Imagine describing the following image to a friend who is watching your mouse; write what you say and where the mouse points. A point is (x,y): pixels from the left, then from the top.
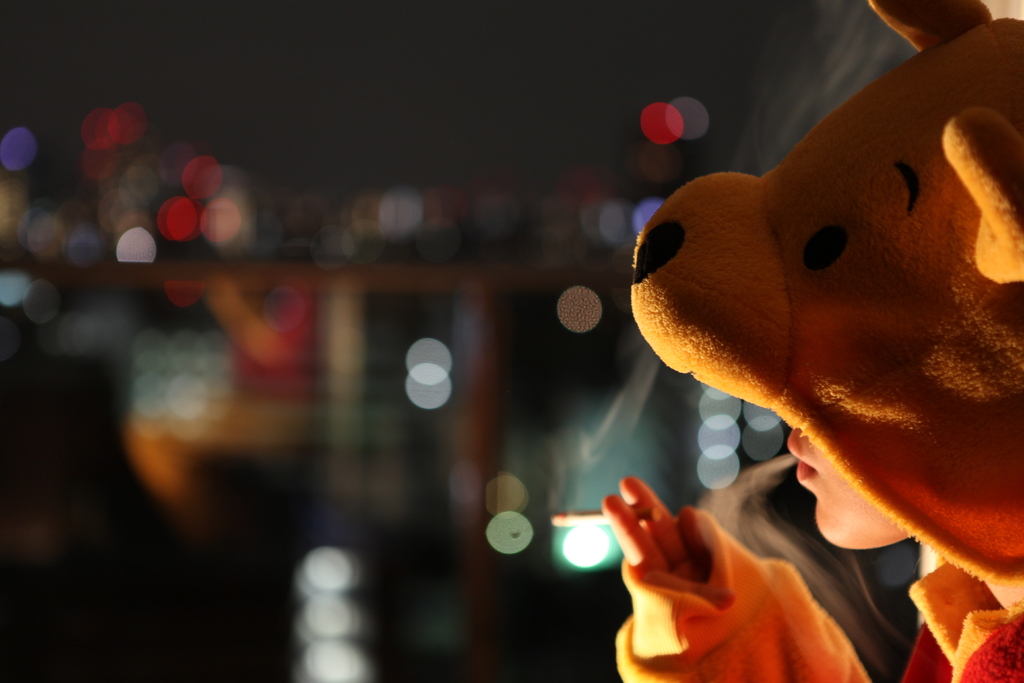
In this image there is one person (672,586) is wearing teddy bear dress (801,313) at right side of this image (727,309).
